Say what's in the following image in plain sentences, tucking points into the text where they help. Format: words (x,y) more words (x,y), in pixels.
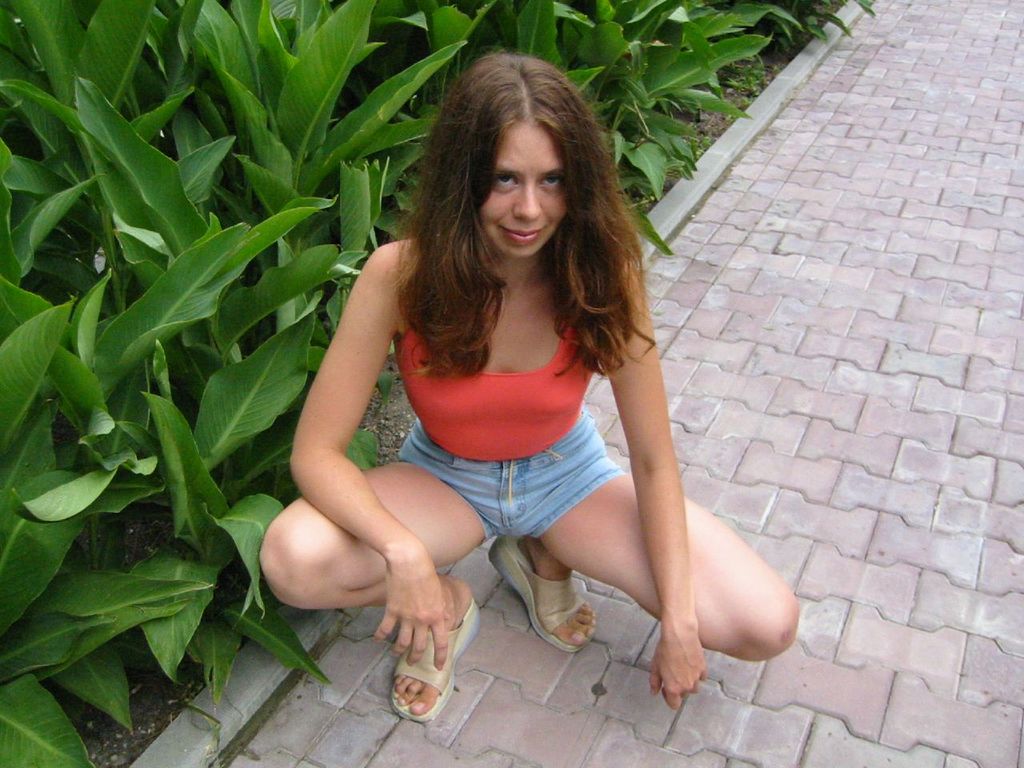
A woman (526,423) is in squat position on the path (812,324). On the left (143,502) we can see plants (297,122) on the ground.
